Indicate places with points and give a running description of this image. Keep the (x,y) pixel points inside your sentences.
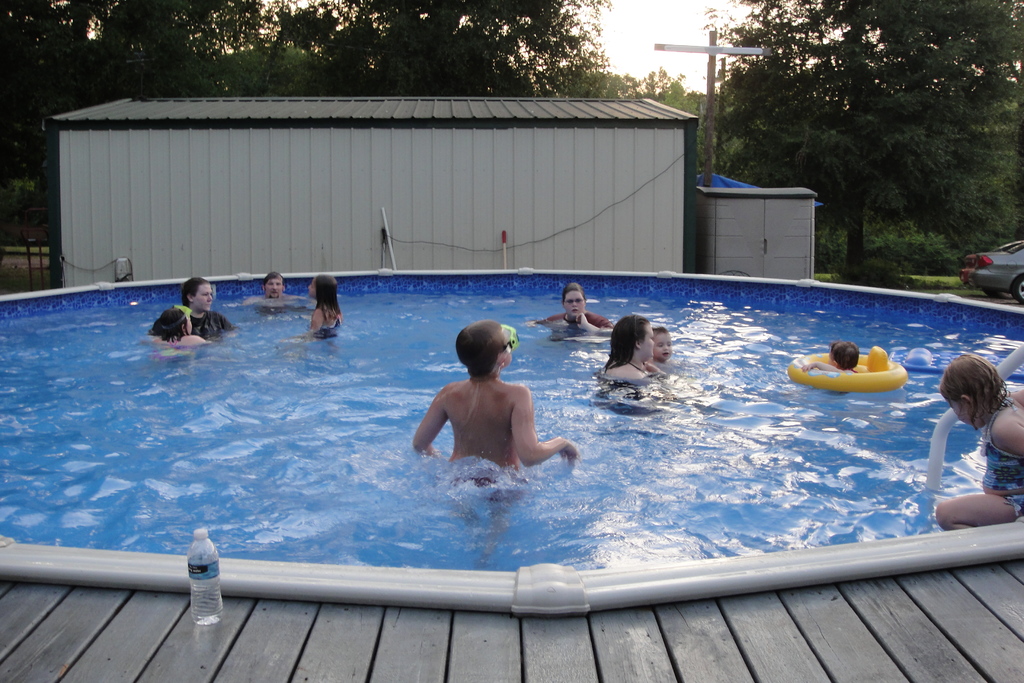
In this image I can see a swimming pool (24,484), in the pool (767,382) I can see a person (574,311) swimming and at the top (360,39) I can see the sky (658,42), trees (1010,52) and house (61,194) and vehicle (995,257).
